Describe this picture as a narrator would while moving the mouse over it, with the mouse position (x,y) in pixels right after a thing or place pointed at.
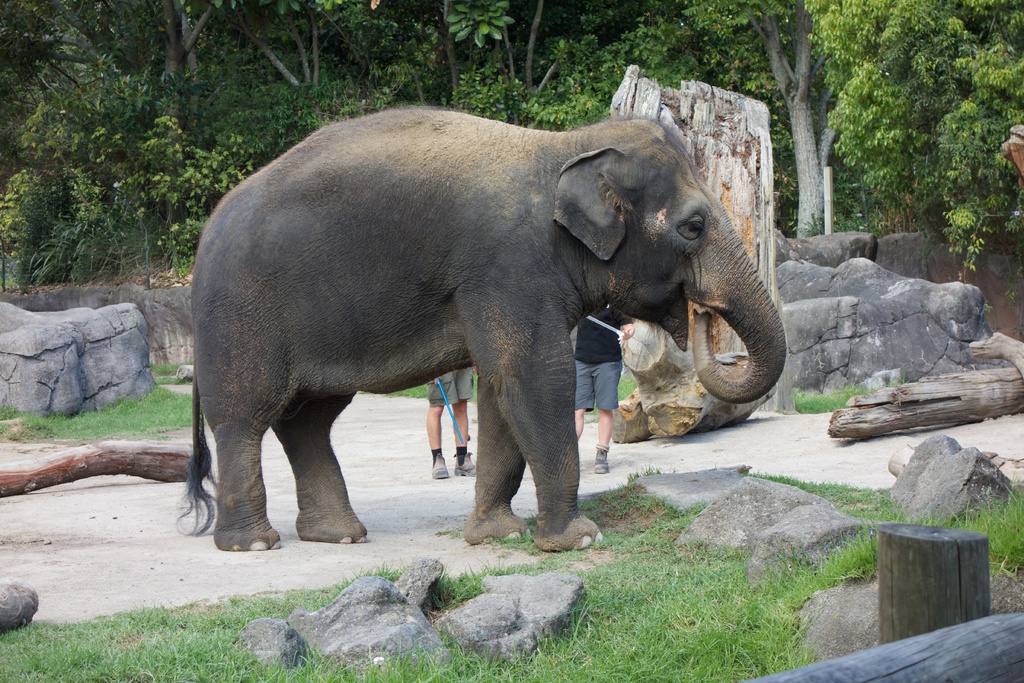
There is an elephant (389,368) standing in between the rocks (4,332) and logs (637,333), behind the elephant (520,385) there are two men (589,366) and around the rocks (478,640) there are many trees (762,86) and grass (588,610).
